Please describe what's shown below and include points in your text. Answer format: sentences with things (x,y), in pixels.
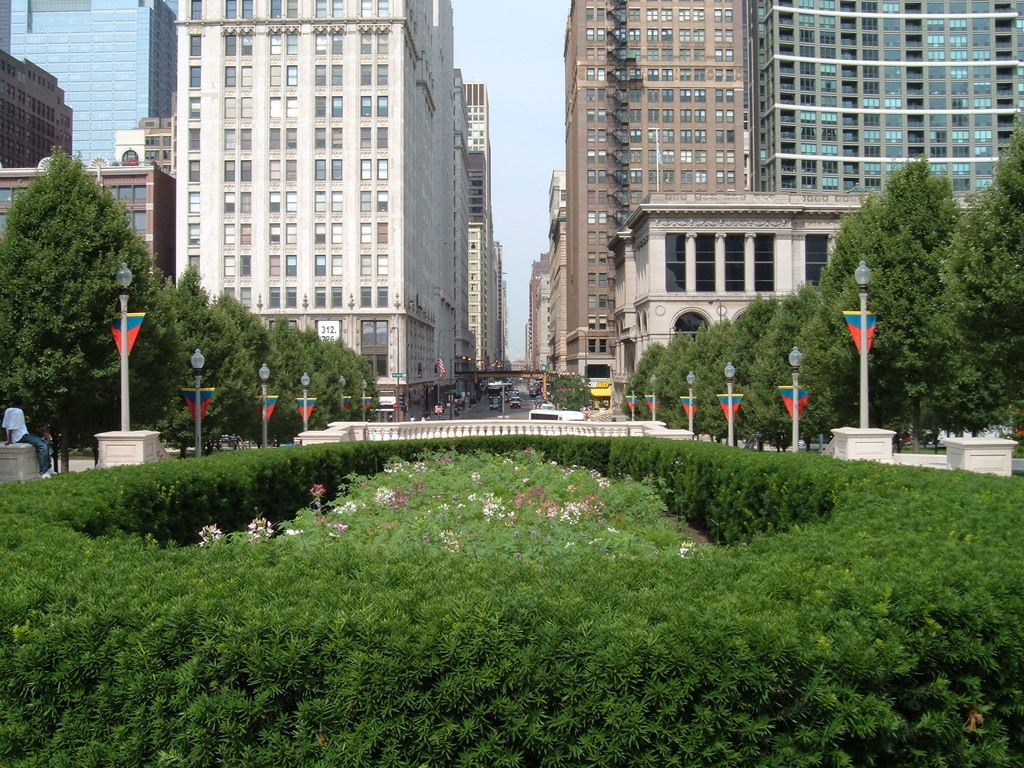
This image consists of buildings (763,135) along with windows (869,139). At the bottom (533,608), we can see the plants (659,591). On the left (227,377) and right, there are trees (953,387) along with poles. In the middle (517,410), there is a road (467,409) and we can see the vehicles (564,418) on the road (508,415). At the top (487,74), there is sky (491,24).
